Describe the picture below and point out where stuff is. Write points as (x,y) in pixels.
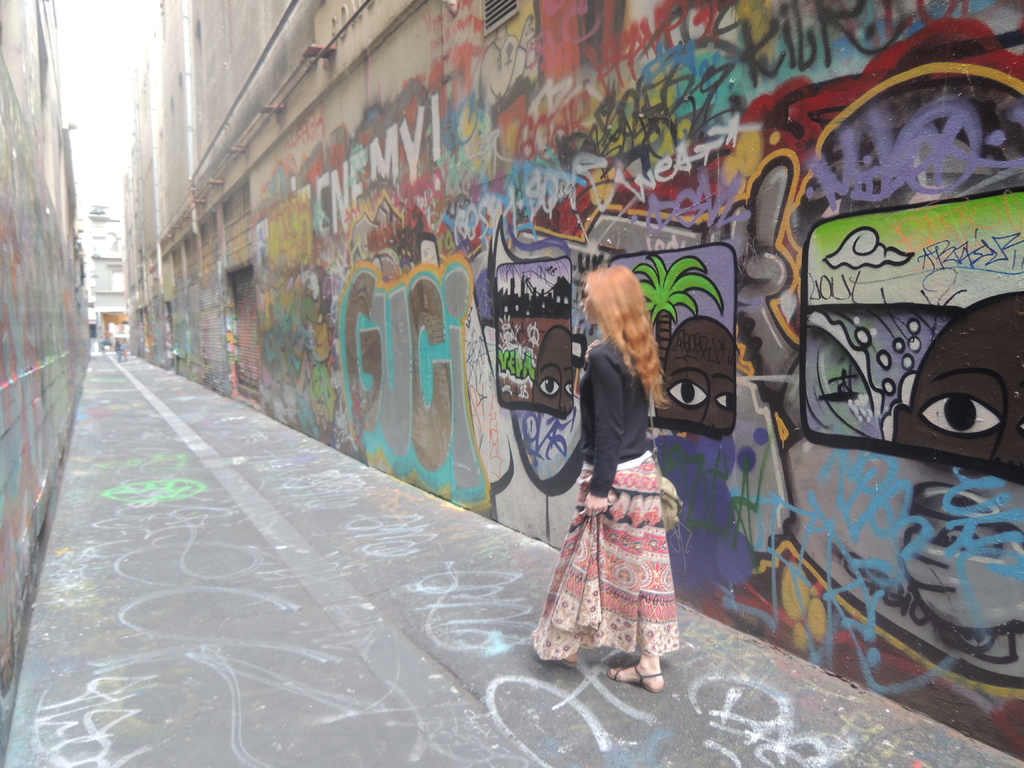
In this picture we can see few people (659,524) are walking on the path (381,480), both sides we can see the buildings (554,199), side we can see painted walls (278,299).
